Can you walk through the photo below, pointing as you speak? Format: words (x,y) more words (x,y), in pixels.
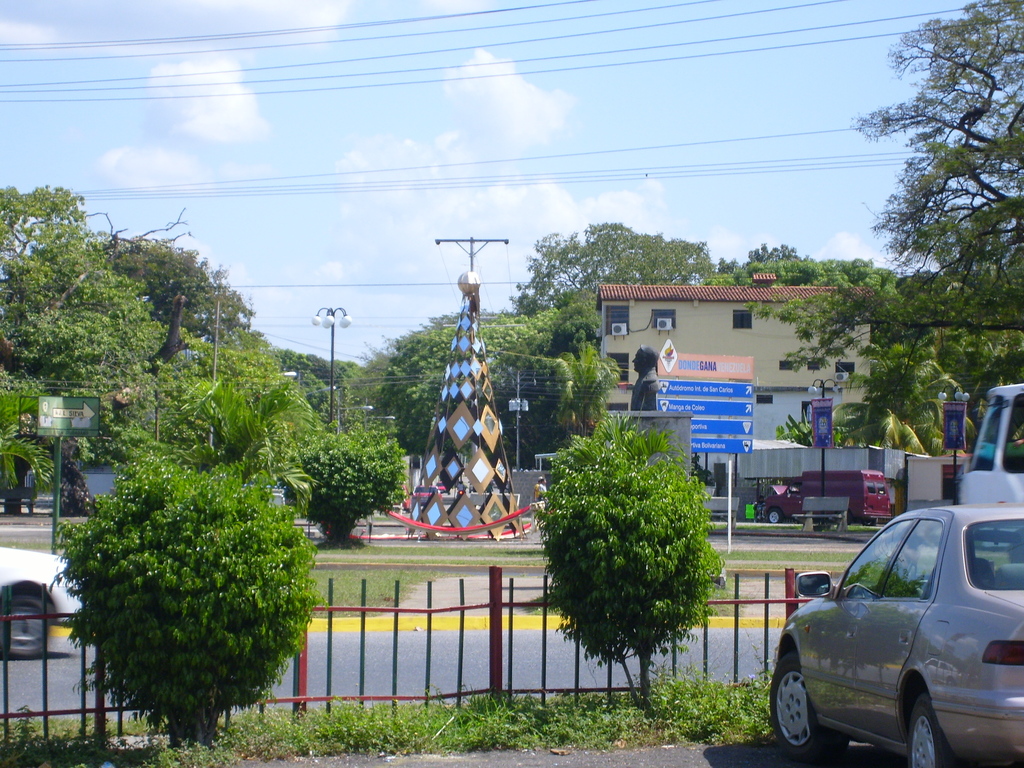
In this picture there is an architecture (466,282) in the center (446,404). Beside it, there is a statue (646,411). The entire picture is filled with the plants (615,589) and trees (110,320). At the bottom right (948,559), there are vehicles (926,655). At the bottom (364,608), there is a fence (512,614). Behind it there is a road (436,669). On the top (434,68), there is a sky (488,93) with clouds (246,101).
